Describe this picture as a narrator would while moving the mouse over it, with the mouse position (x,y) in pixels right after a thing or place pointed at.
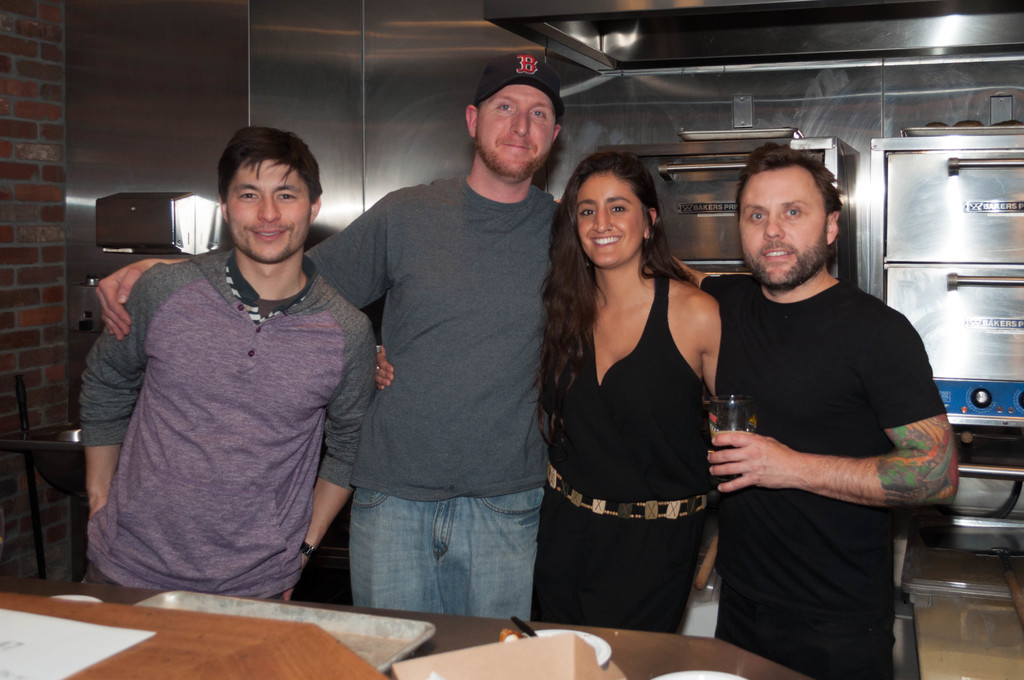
In the picture I can see four persons (558,332) standing and one them holding the glass (728,461). I can see some other objects (62,635) on the table (143,674).
